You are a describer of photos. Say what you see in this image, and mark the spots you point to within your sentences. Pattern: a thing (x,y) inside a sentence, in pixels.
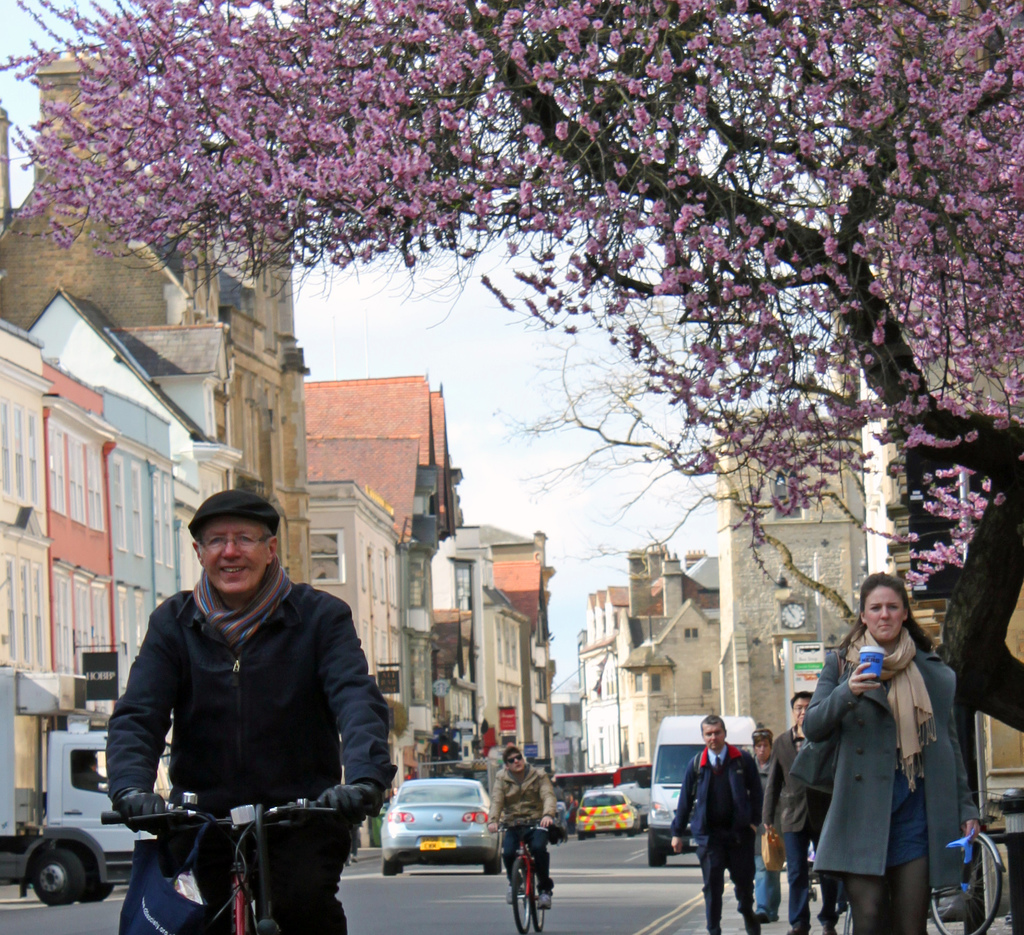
In this picture we can see two people (531,786) riding bicycle (275,822) in the middle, on right side (723,748) we can see some people (784,771) walking, the woman (861,752) in the front (804,760) is holding a cup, on the right side (965,601) we can see a tree (788,193), on the left side (186,440) we can see some buildings (189,409) here, on the road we can see a vehicle (73,814) is crossing the road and also some of the cars (484,800) passing on the road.
